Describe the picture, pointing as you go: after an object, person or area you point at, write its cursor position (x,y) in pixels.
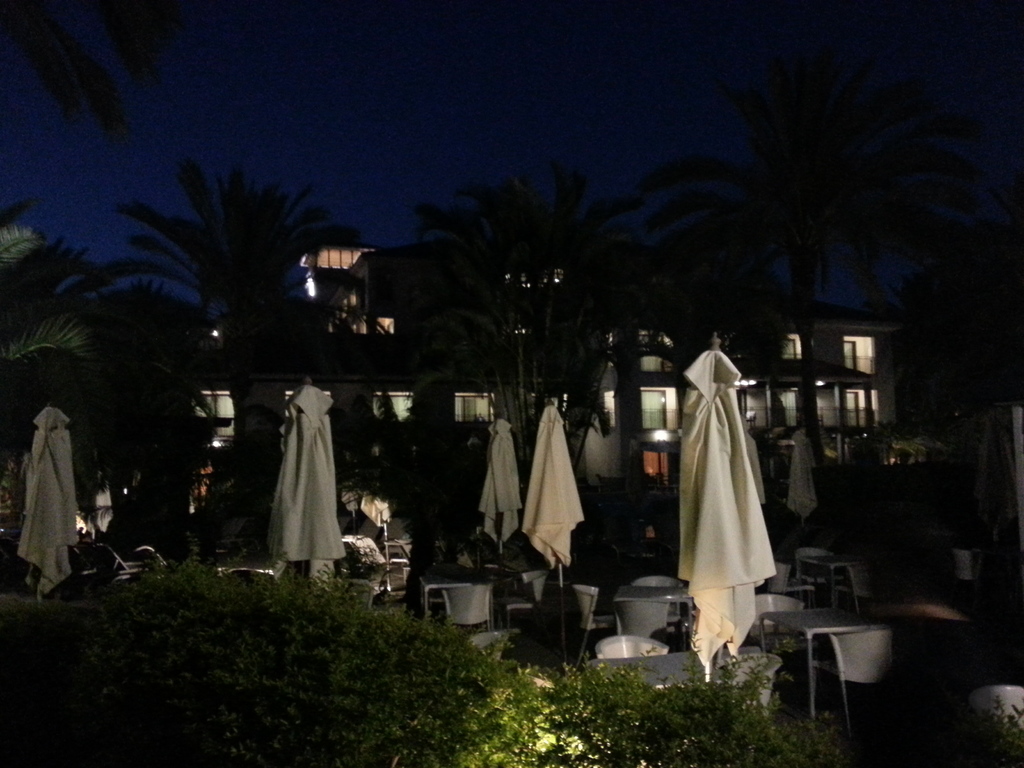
There are plants (380,712). In the back (313,468) there are folded umbrellas (710,488), tables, chairs (748,665), buildings (788,361) with lights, trees (488,261) and sky (456,60).
